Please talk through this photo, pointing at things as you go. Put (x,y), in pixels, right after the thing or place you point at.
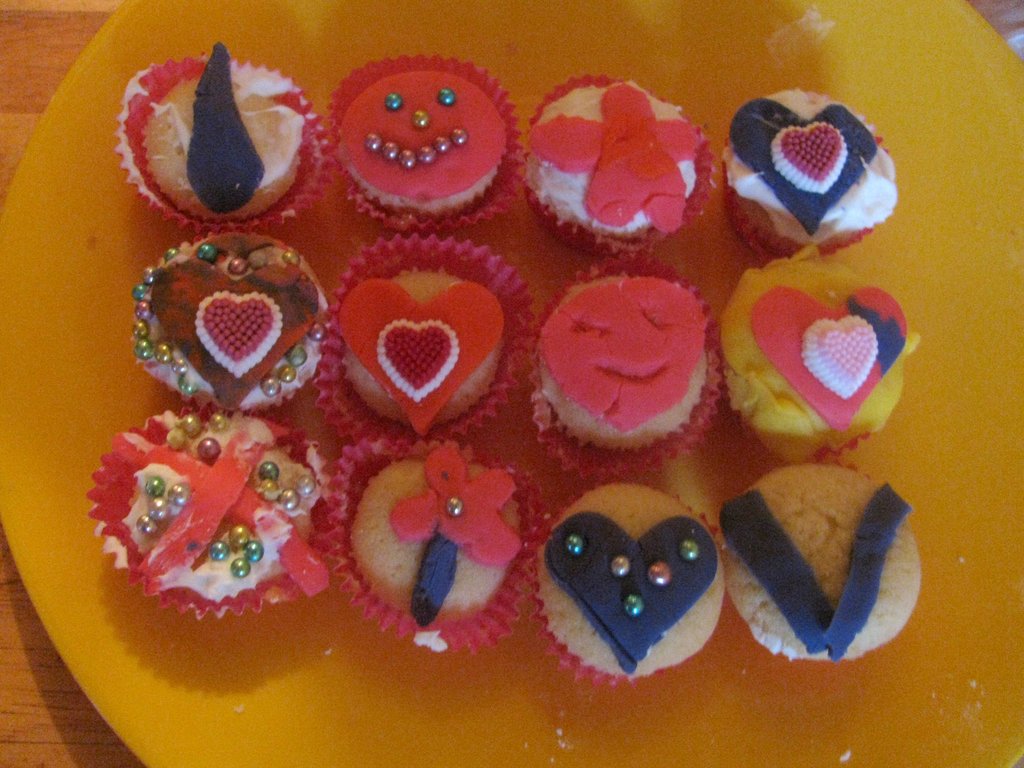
In this image I can see a yellow colored plate (74,184) on the brown and cream colored table (37,86). In the plate (228,676) I can see few cupcakes (461,509).
